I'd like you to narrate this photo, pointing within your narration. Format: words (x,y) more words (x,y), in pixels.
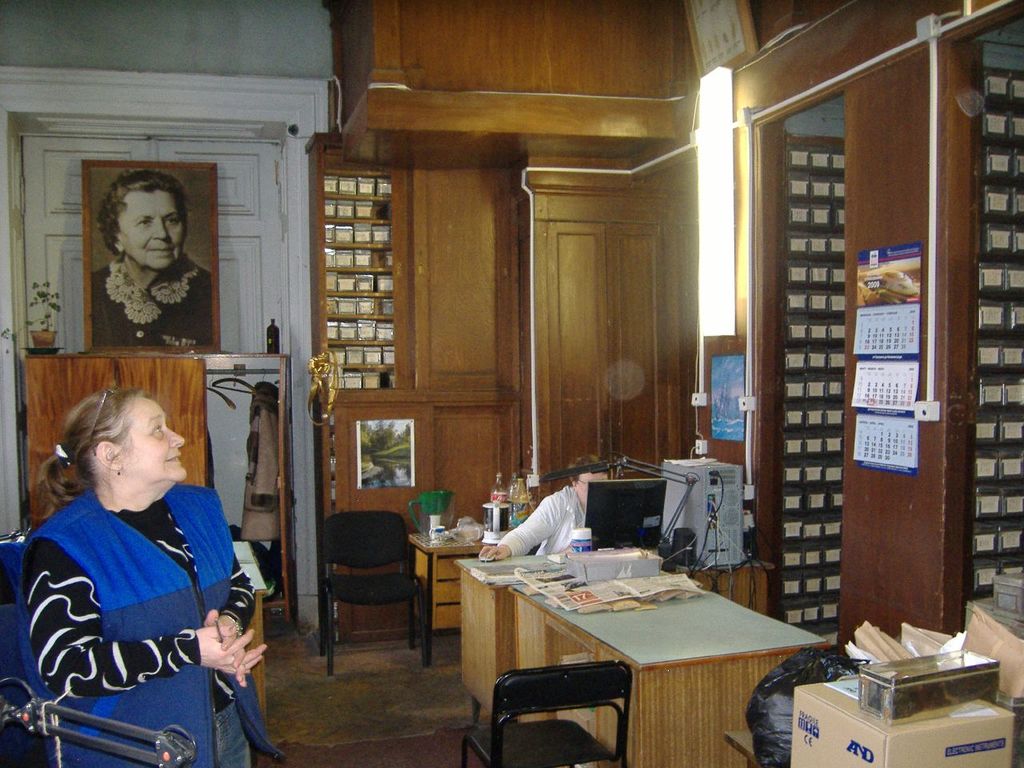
In this picture, we see women (159,573) in black t-shirt (78,590), is wearing blue jacket (145,595). Behind her, we see a door (234,279) which is white in color and we see a photo frame (146,271) of a woman (139,263) placed on wardrobe (171,377). Beside that, we see cupboard (495,250) which is brown in color and in the middle of the picture (602,500), we see table (632,652) on which newspaper (590,597), water bottle (581,551), monitor (598,517) and mouse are placed. In front of system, we see women (551,520) in white jacket (545,521) is sitting and operating it. Beside her, we even see CPU (714,495). On the right corner of the picture (908,215), we see a wall (896,492) which is brown in color and on wall (847,330), we see calendar (894,350). On the right bottom of the picture (848,702), we see a carton box (844,718).
